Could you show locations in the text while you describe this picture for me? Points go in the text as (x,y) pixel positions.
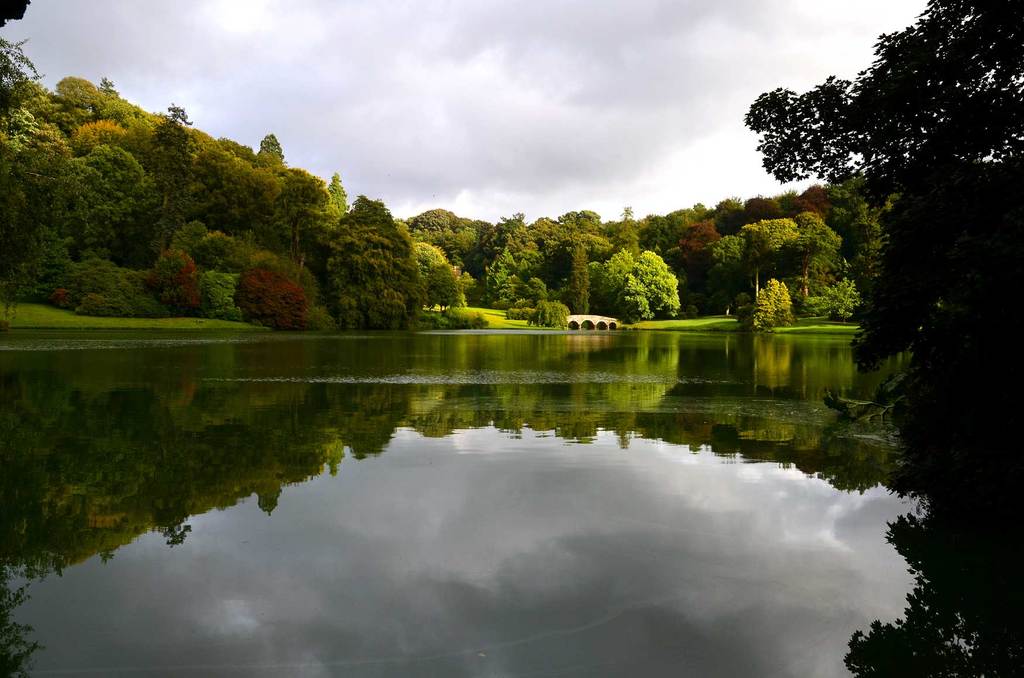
In this picture I can see trees (601,298), water (583,394) and a bridge (584,319) and I can see cloudy sky (397,116).
